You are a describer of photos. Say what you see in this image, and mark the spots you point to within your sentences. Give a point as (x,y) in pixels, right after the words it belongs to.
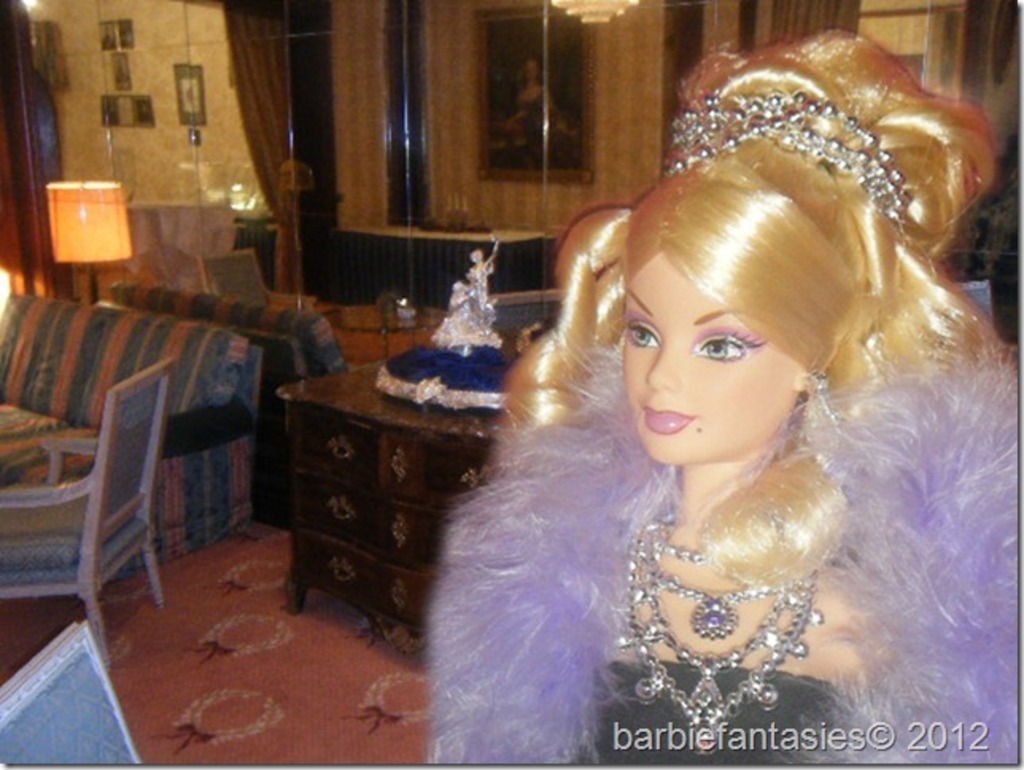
This picture describes about a toy (716,458), in the background (207,286) we can find light sofa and chair (130,481).
